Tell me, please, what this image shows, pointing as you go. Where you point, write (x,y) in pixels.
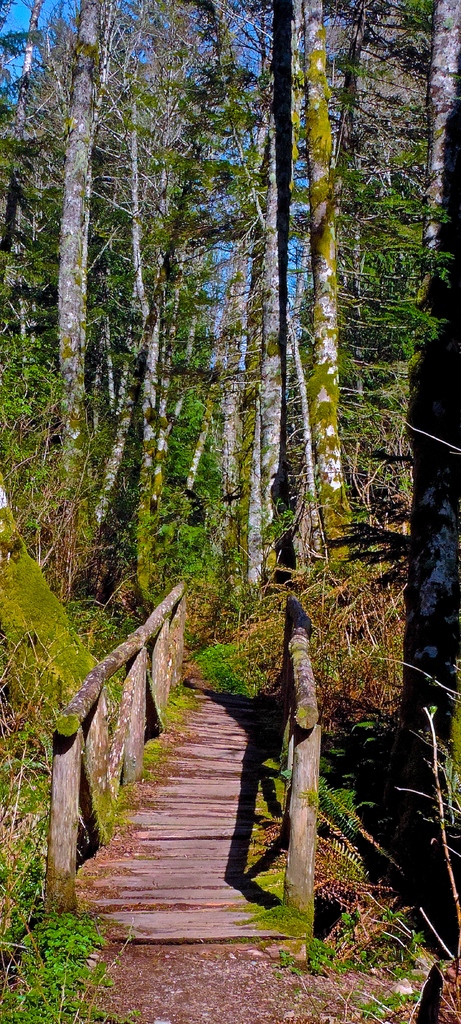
In this image I can see a wooden bridge (181,752). In the background (246,399), I can see the trees (232,256) and the sky (24,19).
